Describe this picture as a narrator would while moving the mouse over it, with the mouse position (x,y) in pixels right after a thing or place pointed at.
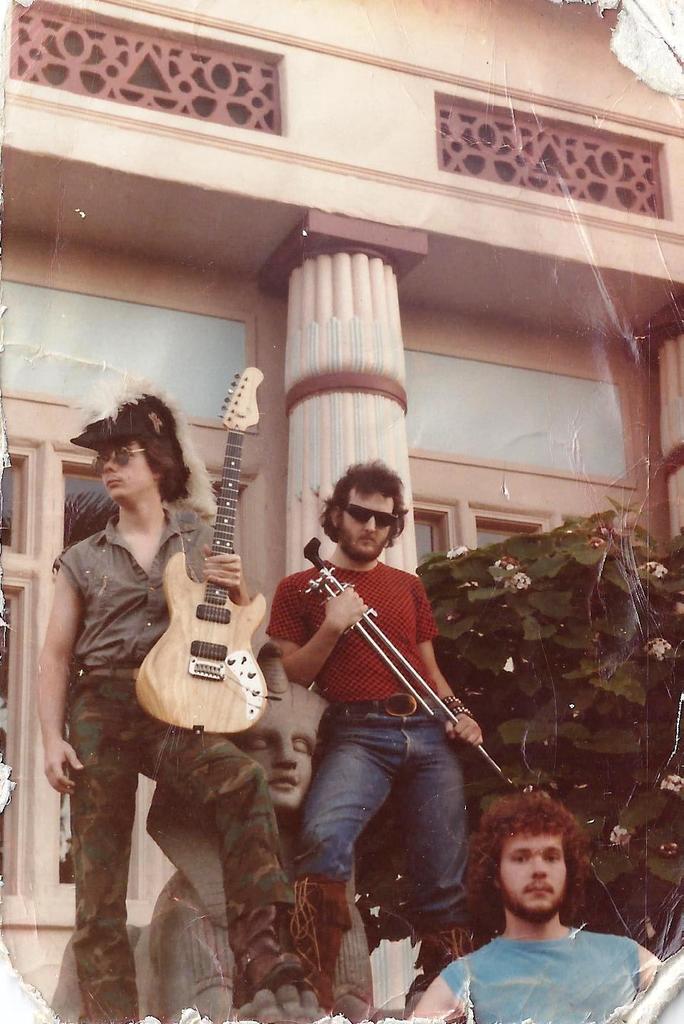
In the foreground (59,638), two persons (323,939) are standing and holding musical instruments (192,614) in their hand (216,555). At the bottom (628,980), one person (503,805) is sitting, who's half visible. In the background (499,485), a building (280,466) is visible which is of light cream in color. And on the right (473,643), a house plant (474,708) is visible. This image is taken outside the house (502,212) during day time.
